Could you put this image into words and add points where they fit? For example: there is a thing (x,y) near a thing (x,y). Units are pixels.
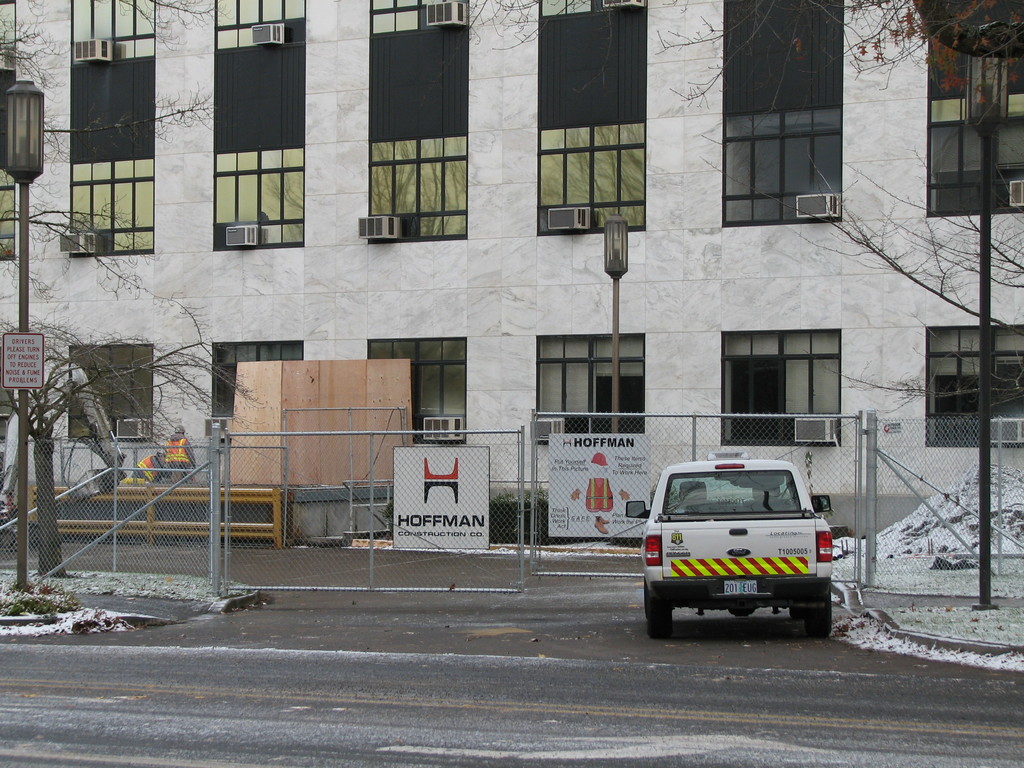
In this image there is vehicle (763,581) on a road (749,764), in the background (301,500) there is fencing (305,442), on either side of the fencing (648,428) there are poles (985,416), behind the fencing (364,445) there is a building (675,279) for that building (339,319) there are windows (585,5).
